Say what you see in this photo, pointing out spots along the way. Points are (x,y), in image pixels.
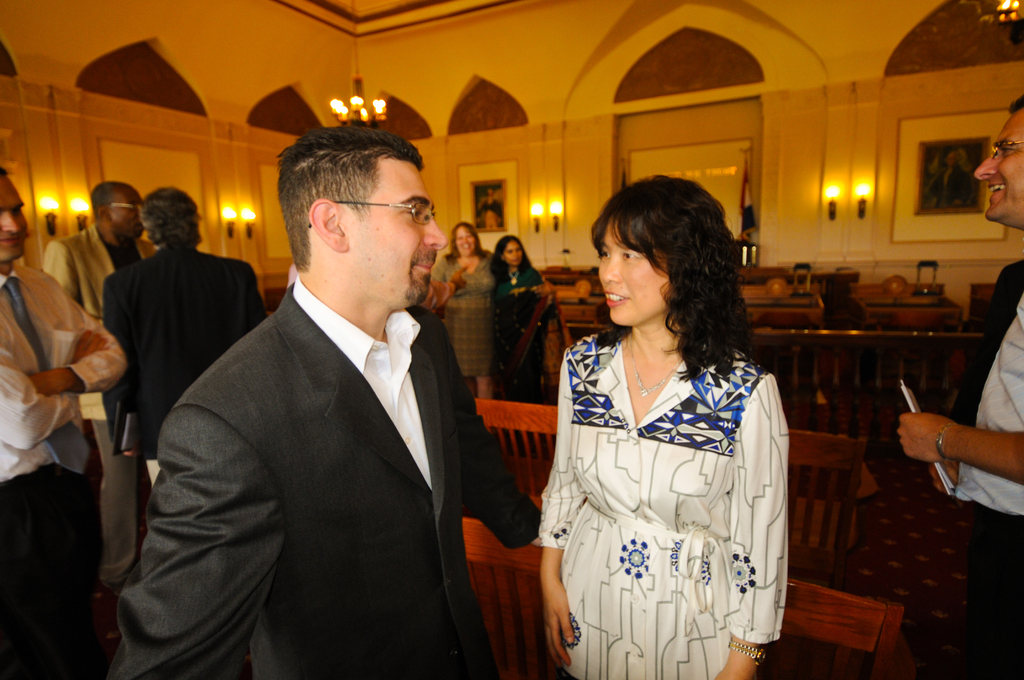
In this image I can see a group of people (389,318) are standing on the floor (948,592). In the background (804,616) I can see benches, tables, photo frames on a wall (277,142), lights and a chandelier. This image is taken may be in a hall (472,127).
